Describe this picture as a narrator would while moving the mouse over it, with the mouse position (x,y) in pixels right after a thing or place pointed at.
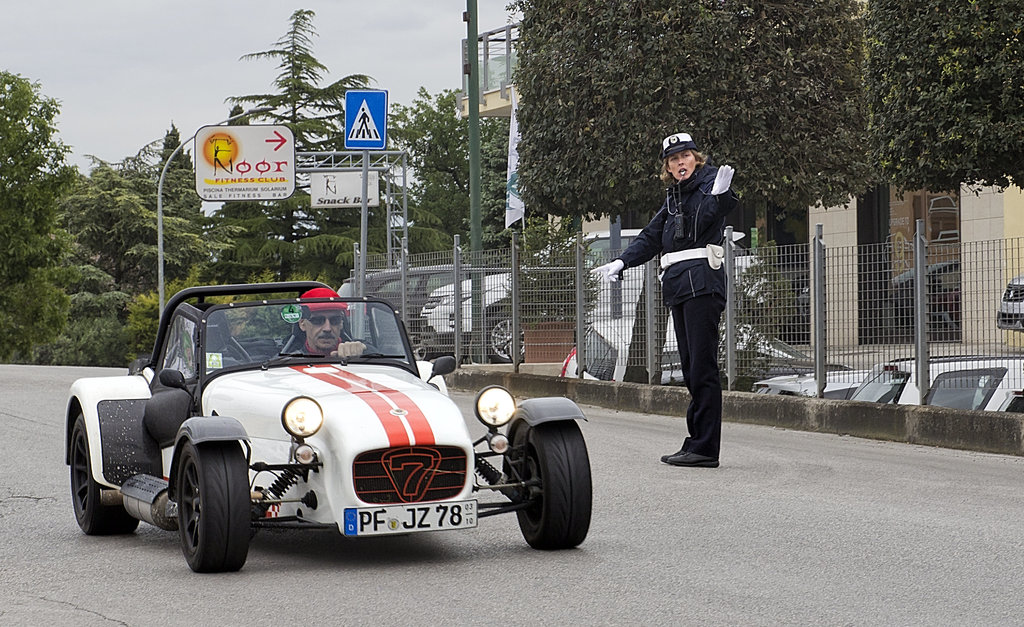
It is a wide road (34,432) in the image. In which a vehicle (70,463) is moving inside the vehicle (177,393) there is a man (312,347) who is driving the vehicle (230,372) and wearing his goggles (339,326). On right side of the vehicle (400,333) there is a woman (705,391) and few cars (622,350) and trees (101,228) from right to left. In background (221,184) there is hoardings (248,150) and sky (240,60) on top (224,50).
